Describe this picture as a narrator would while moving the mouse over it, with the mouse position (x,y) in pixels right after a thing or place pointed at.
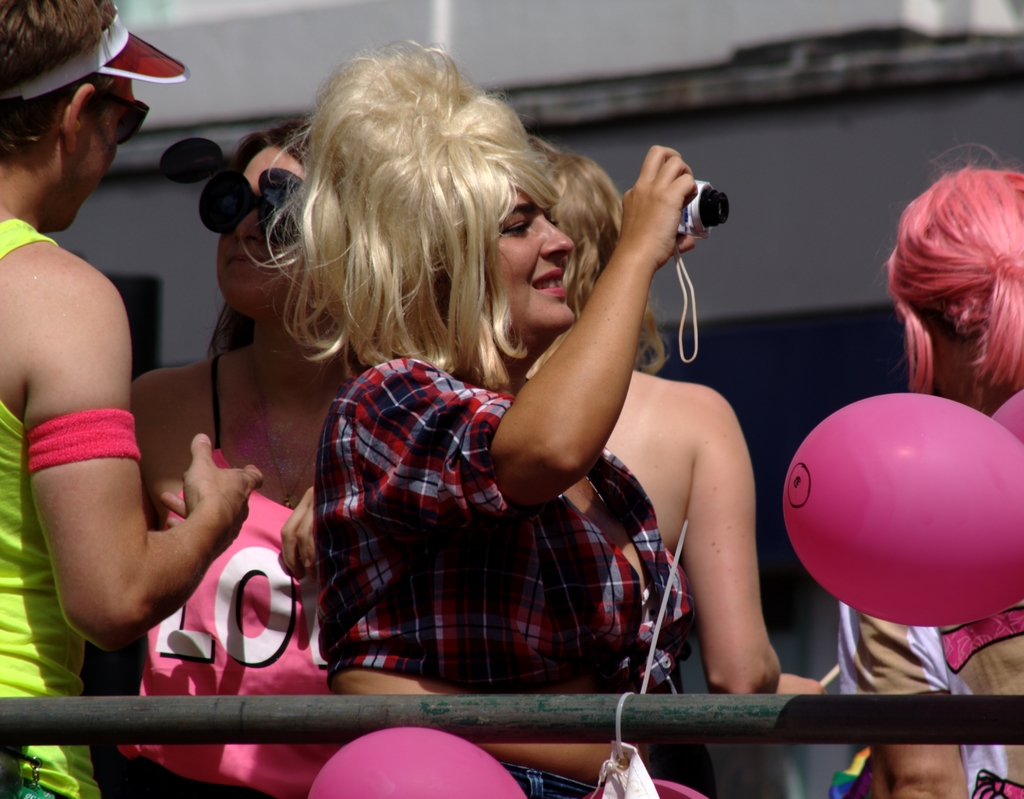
In this image in front (1003,717) there is a metal rod (819,700). There are balloons (358,761). There are people (629,461). In the background of the image (860,161) there is a wall (858,201).
